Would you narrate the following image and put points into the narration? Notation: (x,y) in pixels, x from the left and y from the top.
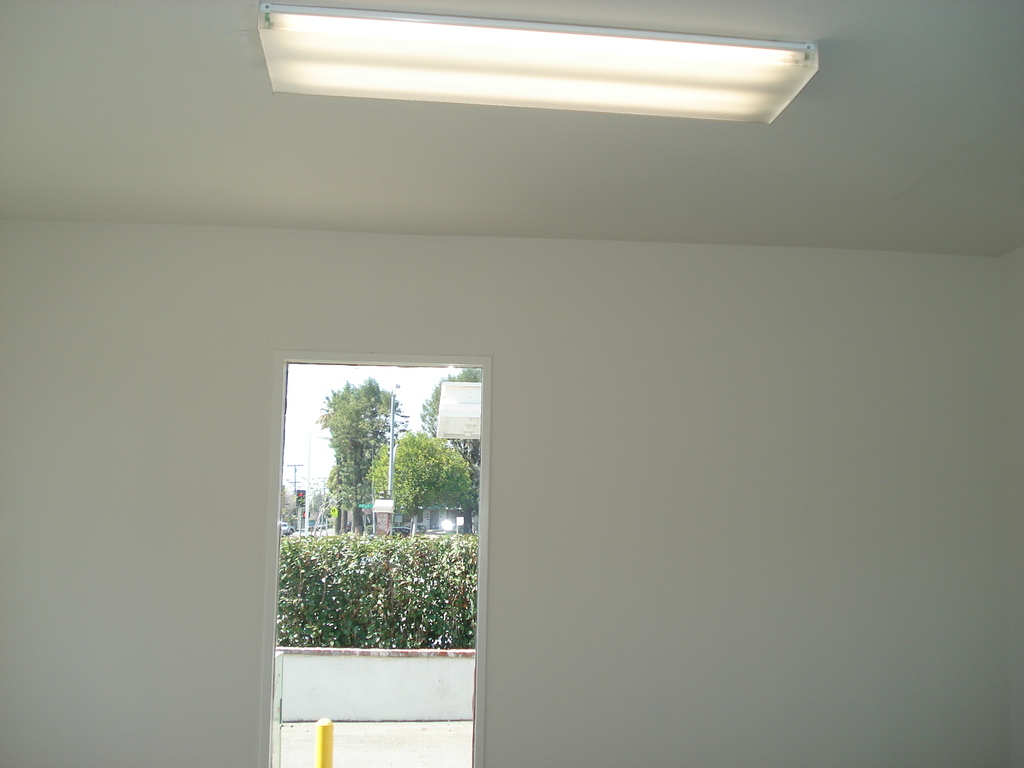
In this picture we can see few shrubs (377,551), poles (391,455) and trees (359,472), and also we can find a light (449,24).
